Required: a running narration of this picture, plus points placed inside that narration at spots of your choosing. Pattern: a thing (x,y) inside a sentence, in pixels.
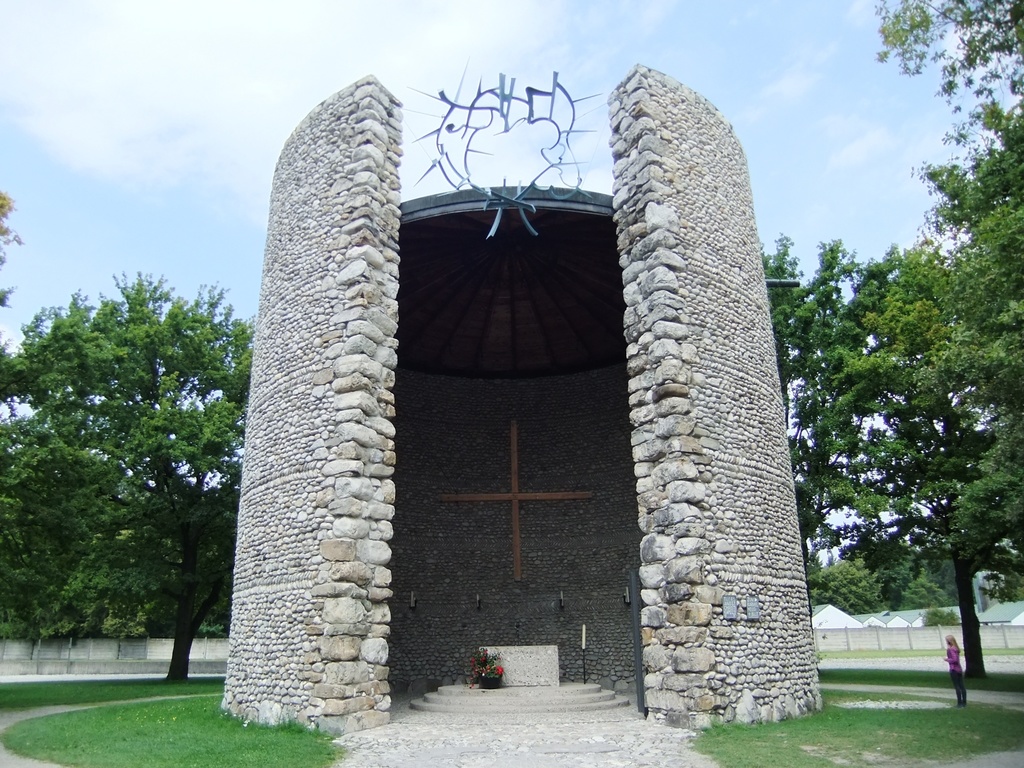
In this image we can see a stone constructed circular wall (725,382), an altar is inside it and it is surrounded by grass (135,737) and trees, on the bottom right corner of the image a person (959,683) is standing and in the background (999,610) there are houses (834,610).
